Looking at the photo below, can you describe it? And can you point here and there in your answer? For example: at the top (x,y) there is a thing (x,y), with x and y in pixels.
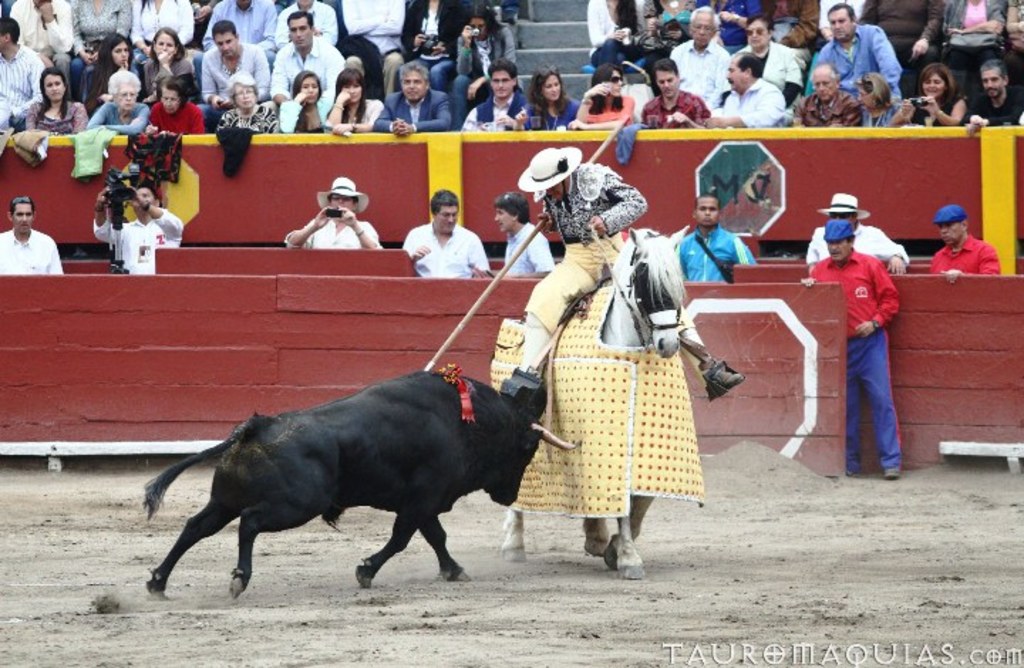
In this image we can see a person (526,357) riding a horse (565,393) holding a wooden stick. We can also see a bull (490,410) beside him. On the backside (813,375) we can see a fence (696,402) and a group of audience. In that some are holding the devices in their hands (506,119).
